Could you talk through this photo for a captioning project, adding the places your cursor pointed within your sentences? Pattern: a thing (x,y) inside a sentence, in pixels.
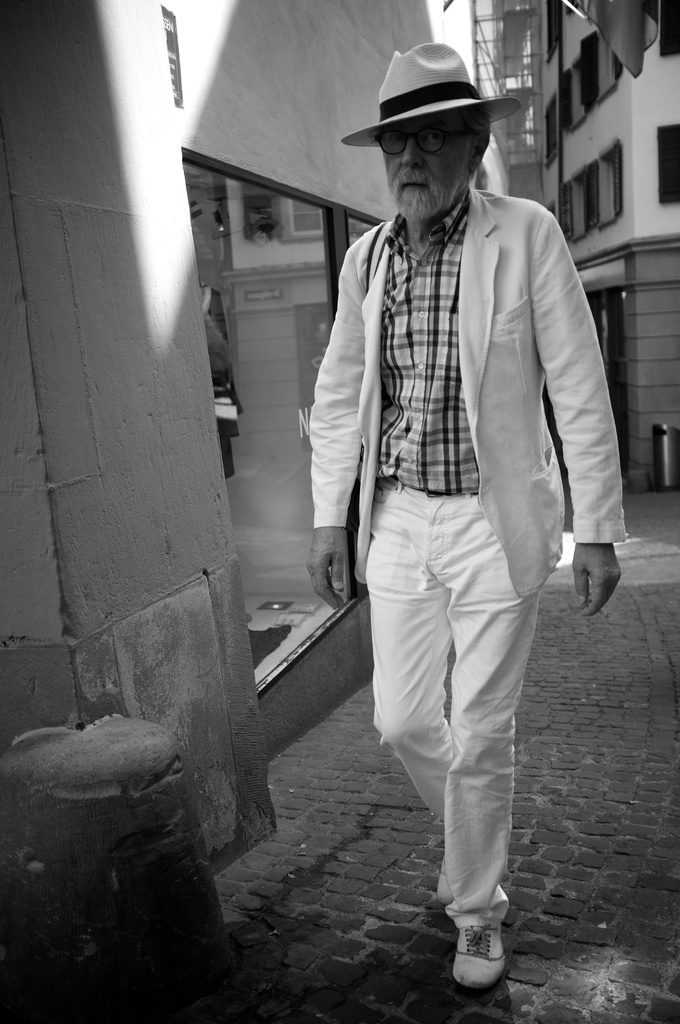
This picture is in black and white. Towards the right (478,416), there is an old man (506,400) wearing white blazer (490,284), white trousers (453,551), white hat (448,95) and check shirt (426,260). In the background (368,173) there are buildings (548,150).
